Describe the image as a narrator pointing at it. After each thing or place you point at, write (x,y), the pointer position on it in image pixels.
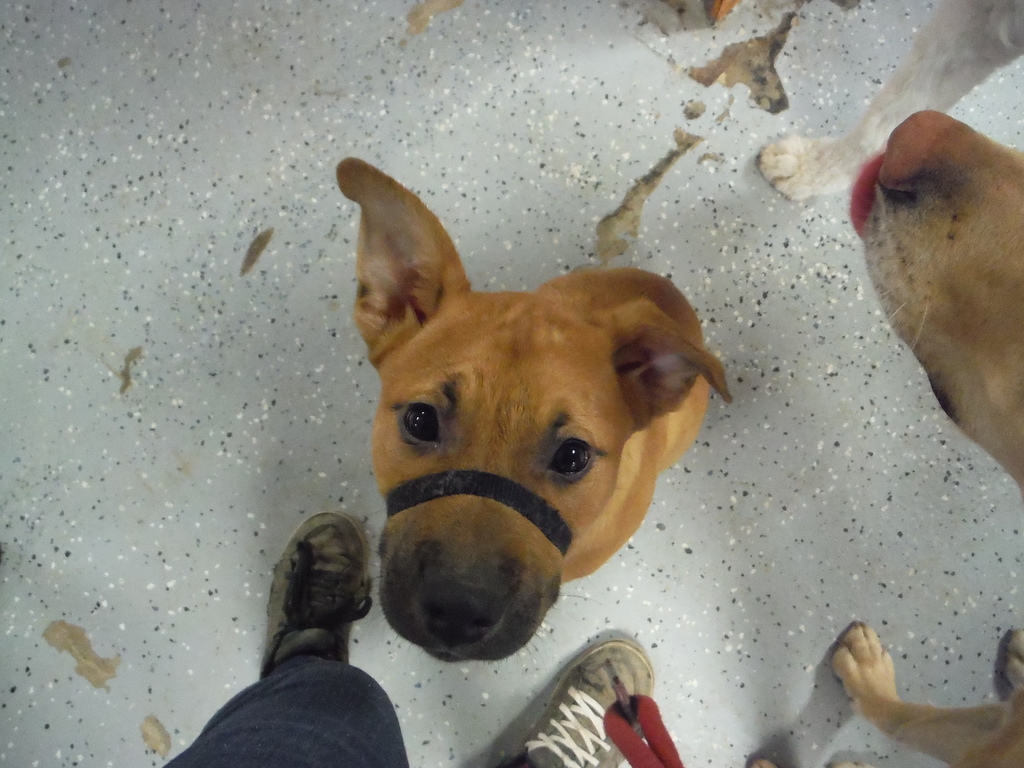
In this picture we can see few dogs (996,333) are on the floor (757,520) and we can see person legs (325,693).
